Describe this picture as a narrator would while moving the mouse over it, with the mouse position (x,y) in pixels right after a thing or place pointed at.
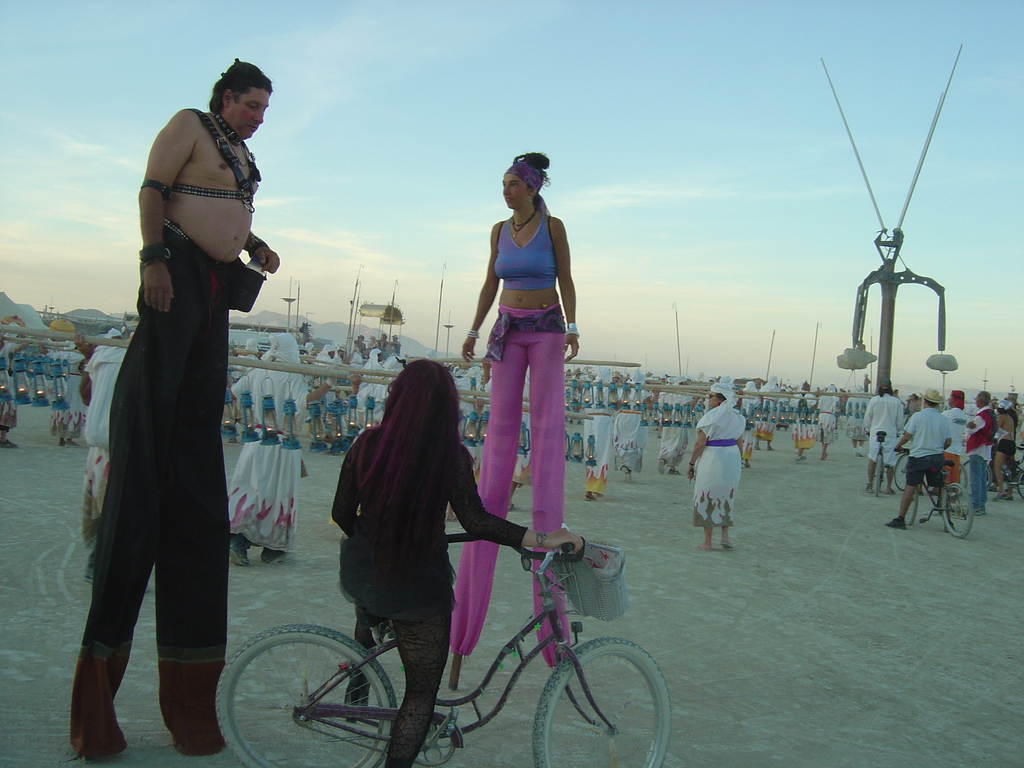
In this image I can see the group of people (420,378) standing and among them two person (203,239) are standing on the stick (453,685). At the back of them there is a sky (578,134).
